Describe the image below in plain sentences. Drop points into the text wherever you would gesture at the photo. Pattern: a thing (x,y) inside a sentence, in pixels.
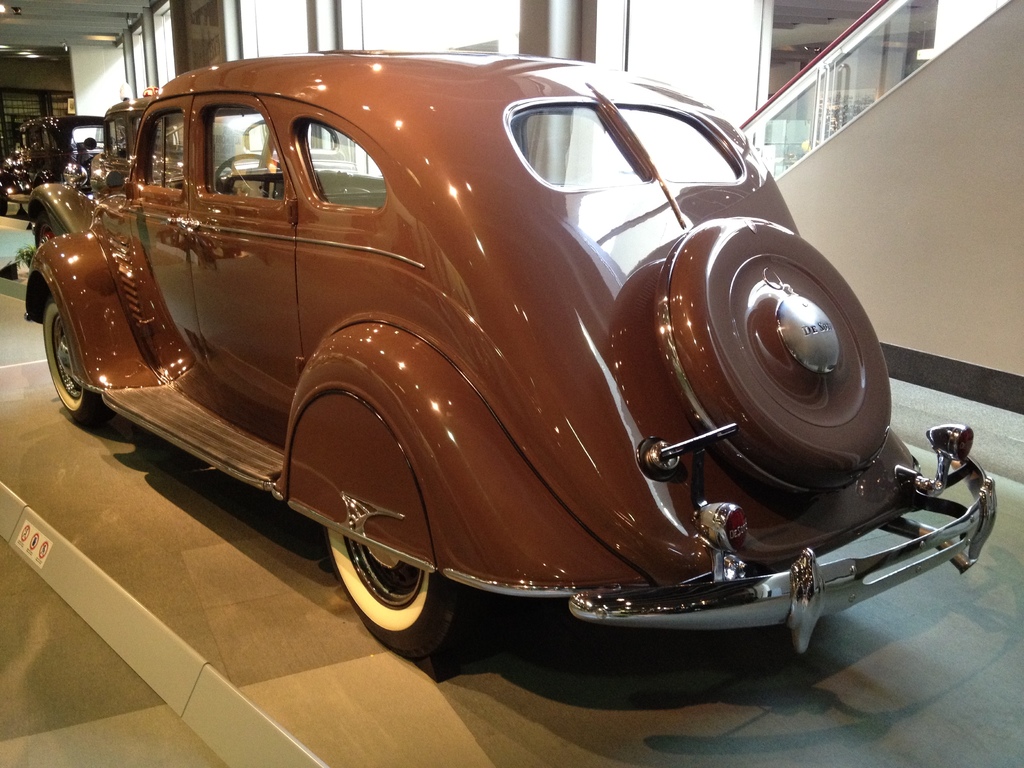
These are the antique cars (142,276). This looks like a glass door (818,95). I think this picture was taken inside the building (603,35). Here is the wall (948,215).
